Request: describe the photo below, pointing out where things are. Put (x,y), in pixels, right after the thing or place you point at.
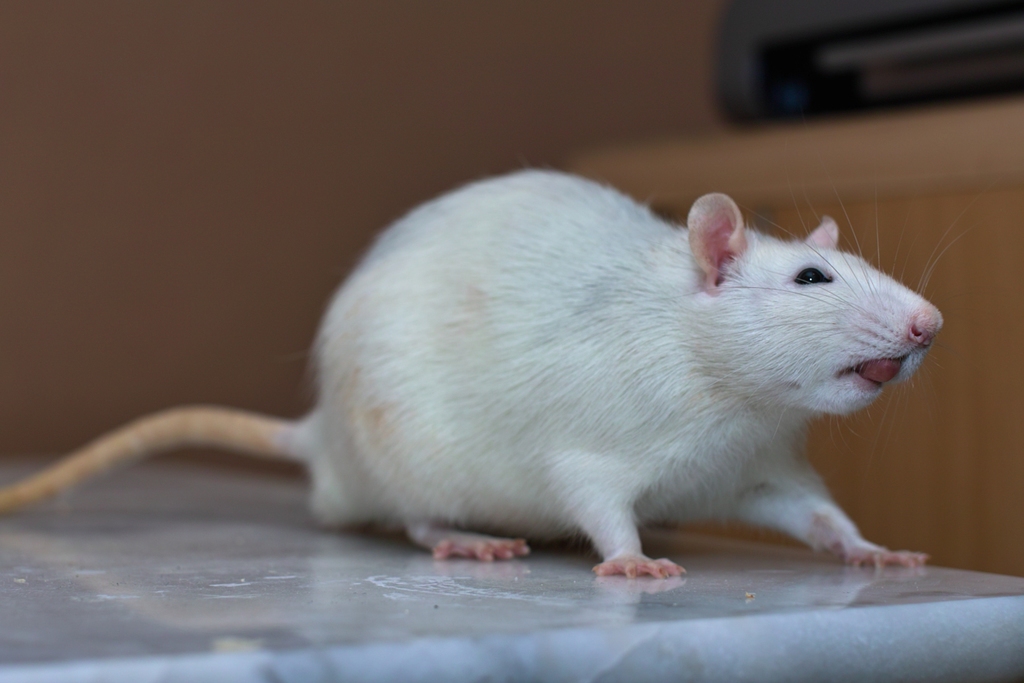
In this image we can see rat (588,366) which is on the marble floor (215,561). And the background (129,64) is brown and blur.
